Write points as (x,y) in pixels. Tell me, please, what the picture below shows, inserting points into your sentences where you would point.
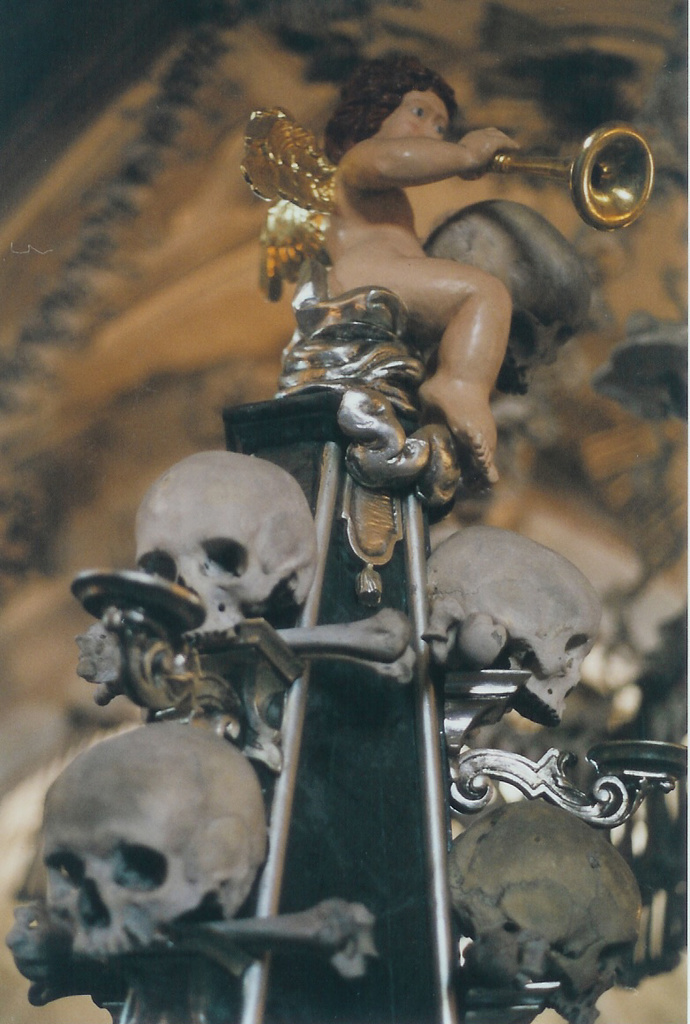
In this image I can see a statue (452,393) sitting on some object (397,410). I can also see few skulls (212,865) in white color and I can see cream color background (205,322).
